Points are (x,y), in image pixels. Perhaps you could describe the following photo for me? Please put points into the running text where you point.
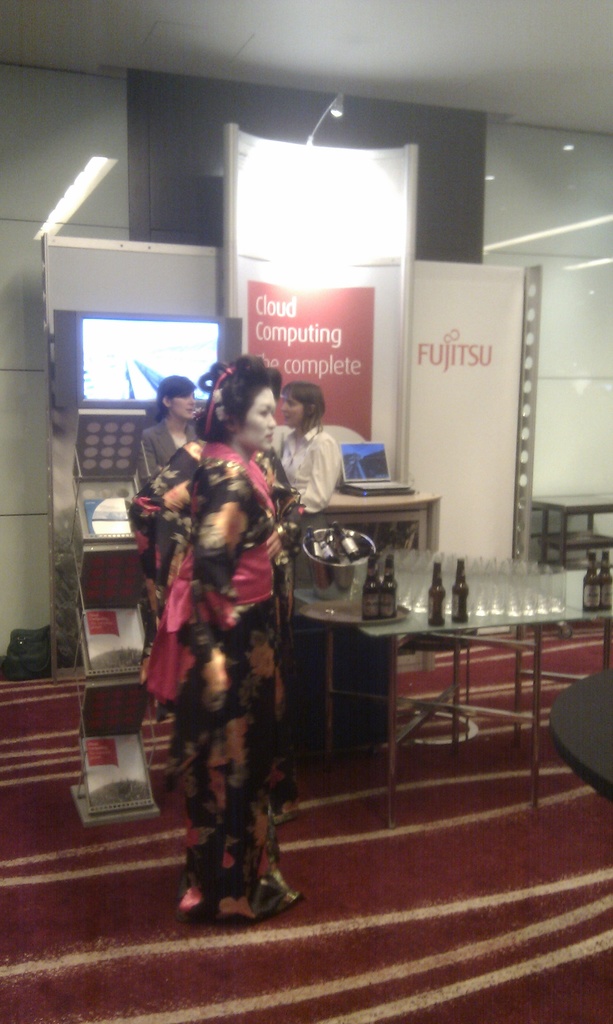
In the center of the image (239,378) there are persons (214,528) standing on the floor (160,834). On the right side of the image (419,594) we can see laptop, beverage bottles (391,593) and glasses (453,584). In the background (7,195) we can see television (188,368), advertisements (360,325), light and wall (77,81).
